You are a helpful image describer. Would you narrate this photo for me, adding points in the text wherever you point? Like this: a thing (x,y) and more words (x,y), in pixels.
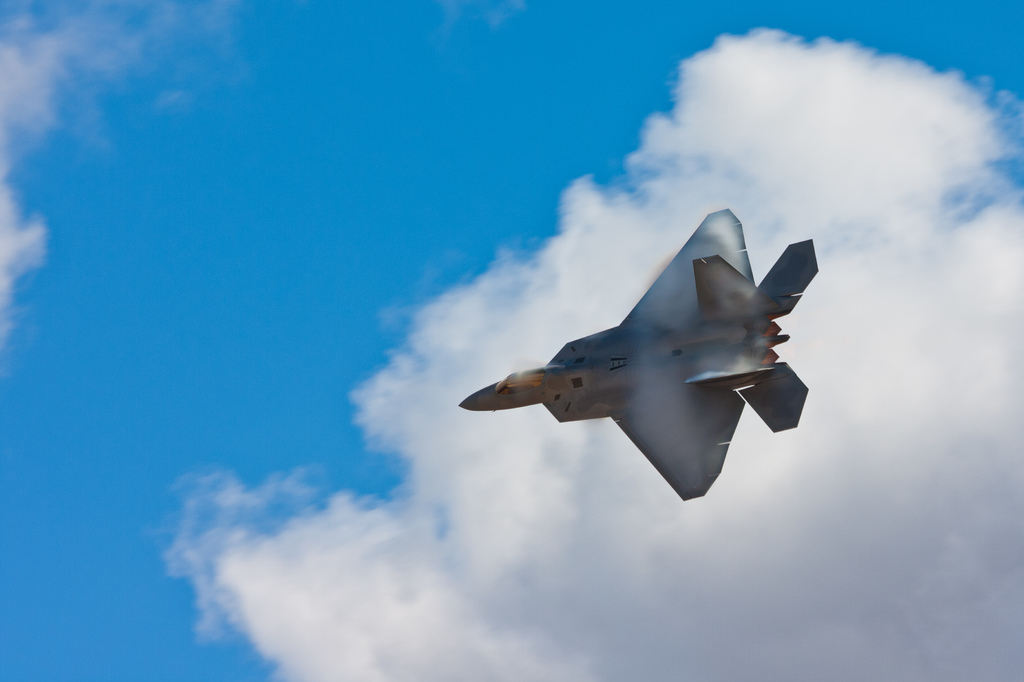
In this image there is an aircraft (660,388) flying in the sky (584,438). At the top (781,189) there are clouds (801,219).
